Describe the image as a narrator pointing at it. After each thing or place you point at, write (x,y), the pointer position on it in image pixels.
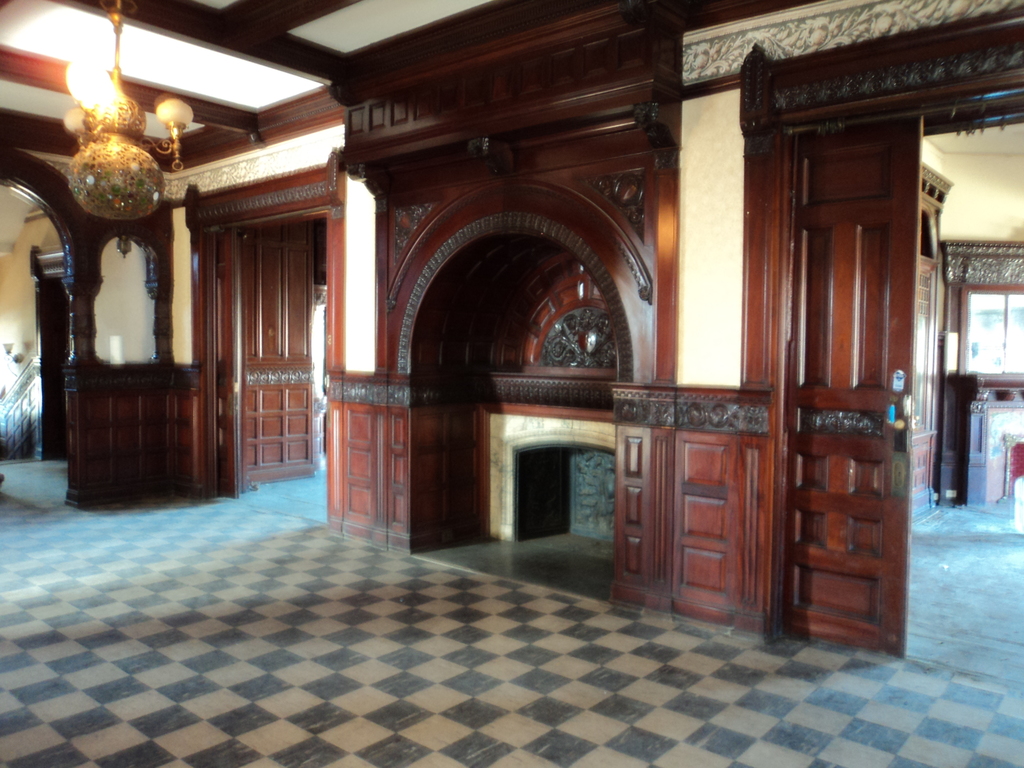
There is a door (306,273) in the image. To the bottom of the image (99,570) there is floor (561,719). To the top of the image (325,77) there is roof (280,12).
